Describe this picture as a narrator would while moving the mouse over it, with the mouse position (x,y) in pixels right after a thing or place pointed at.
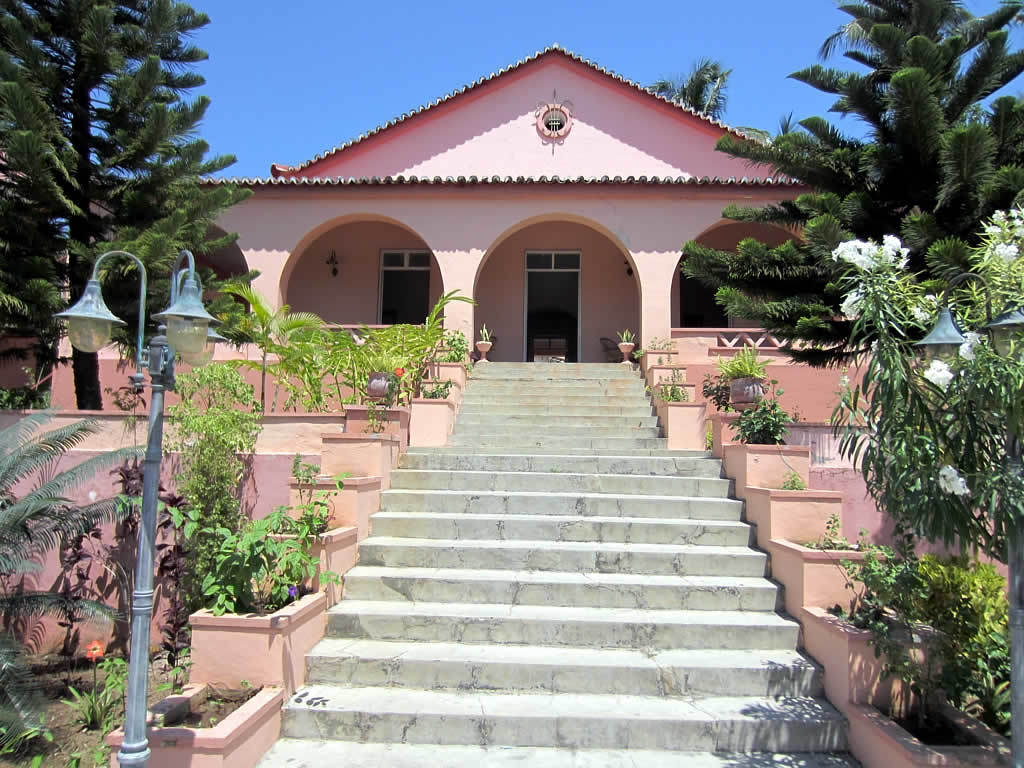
In this image I can see trees (100,399) in green color, a light pole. Background (451,232) I can see a building (423,265) in pink color, sky (291,57) in blue color.
